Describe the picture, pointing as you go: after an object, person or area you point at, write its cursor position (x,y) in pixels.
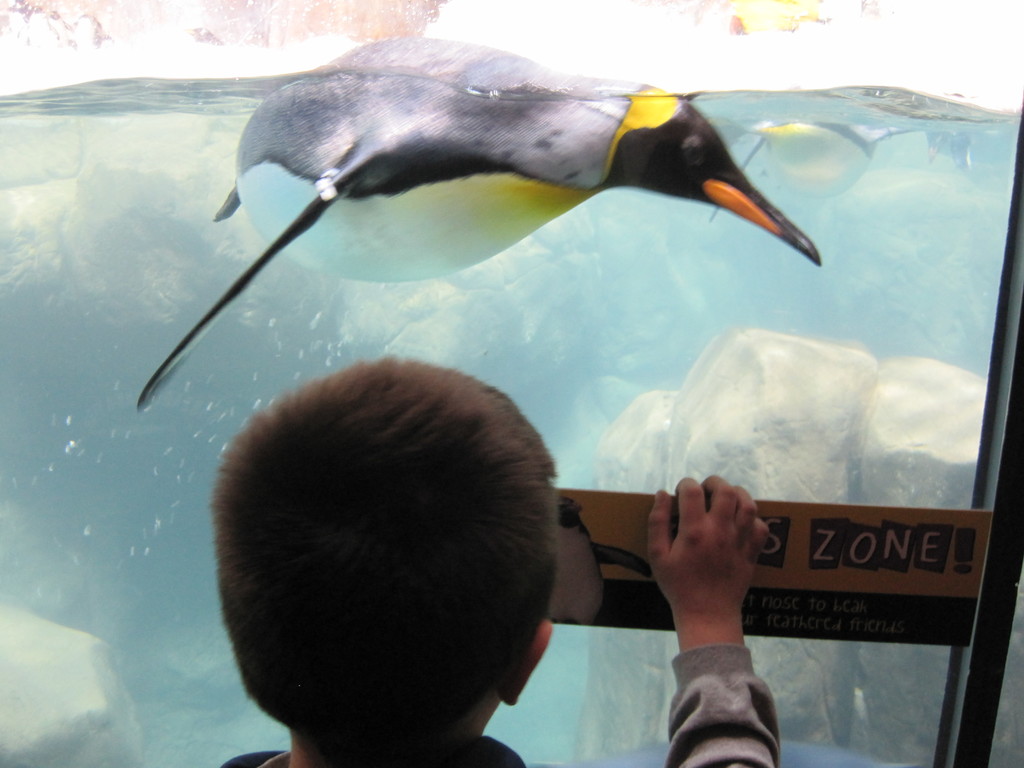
In this image we can see an aquarium (595,54) inside the aquarium (55,608) there is water (918,168) and penguins (676,144) and a boy (444,601) standing in front of the aquarium (5,533).
